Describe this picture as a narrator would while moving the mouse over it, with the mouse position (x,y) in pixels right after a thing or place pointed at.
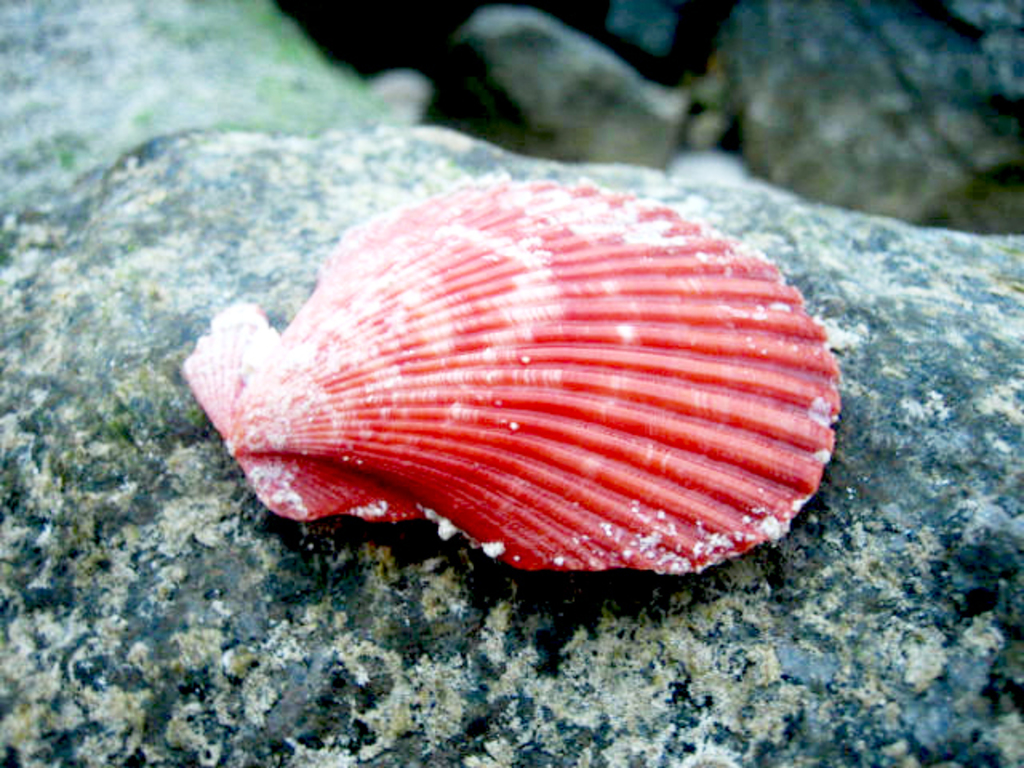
In the image there is a shell (461,376) on the rock surface (460,162) and the background of the rock (163,299) is blur.
